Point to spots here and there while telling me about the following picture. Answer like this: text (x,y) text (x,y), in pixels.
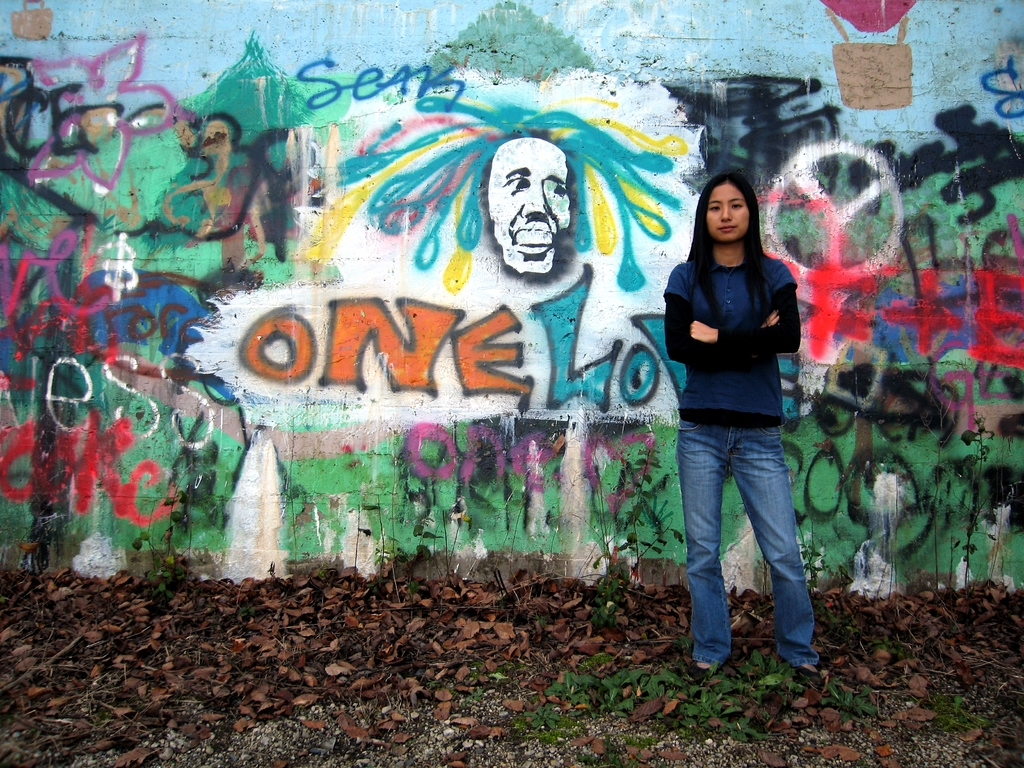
In this image, there is a lady (716,436) standing and in the background (225,162), we can see graffiti (729,115) on the wall (659,132). At the bottom (370,655), there are leaves (310,652) on the ground (267,689).
